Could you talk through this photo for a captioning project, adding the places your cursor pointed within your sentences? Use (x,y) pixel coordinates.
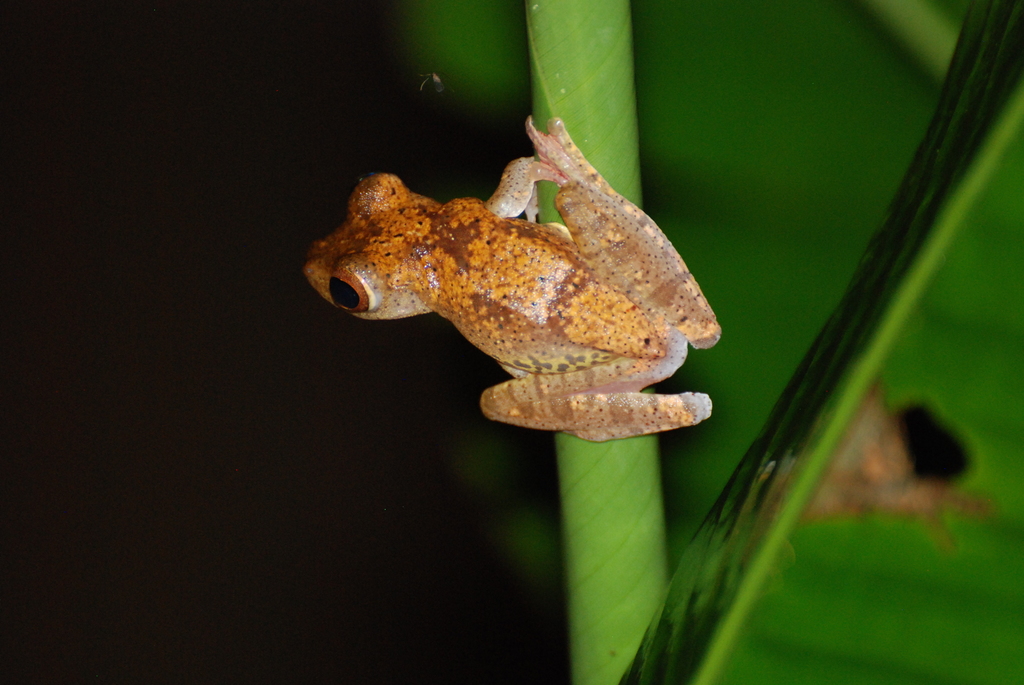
In this image, we can see a frog (621,355) on the stem (596,144). On the right side of the image (997,368), there is a leaf (951,310). In the background (265,467), we can see a dark view and green color.
